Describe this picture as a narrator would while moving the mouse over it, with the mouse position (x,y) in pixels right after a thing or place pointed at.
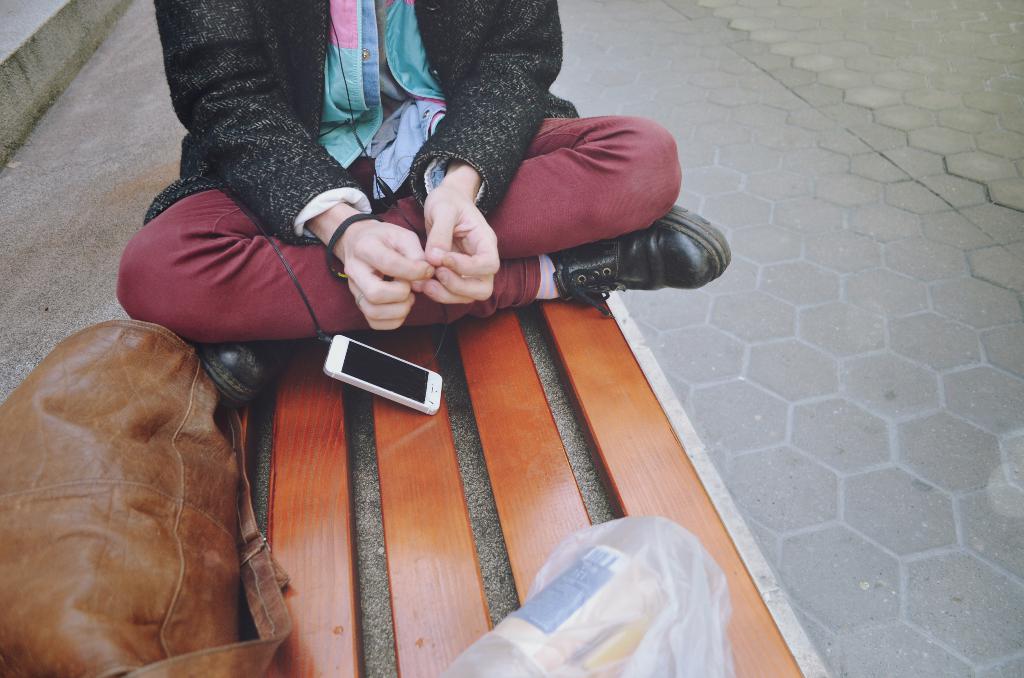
In this image on a wooden surface (410,542), there is a person (451,139) sitting, a mobile phone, a bag (83,486) and a cover (573,641). On the right (909,323), there is pavement (826,200) and on the left (41,118), it seems like steps (52,52).
